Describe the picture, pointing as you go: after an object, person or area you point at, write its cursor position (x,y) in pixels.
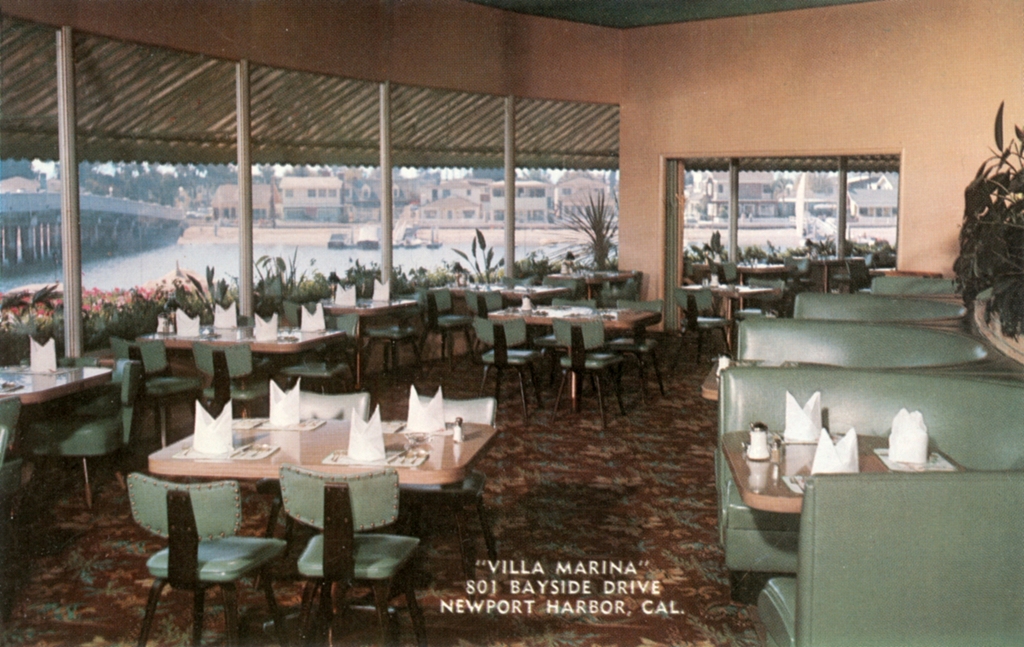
This picture shows an inner view of a restaurant (312,419). We see tables (312,419) and chairs (241,545) and few sofas (825,515) and we see napkins (296,416) and papers (301,337) on the tables (623,309) and we see plants (821,246) and water (358,255) and few buildings (774,211) and trees (218,184) and a foot over bridge (142,216) and we see text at the bottom middle of the picture (623,573).
